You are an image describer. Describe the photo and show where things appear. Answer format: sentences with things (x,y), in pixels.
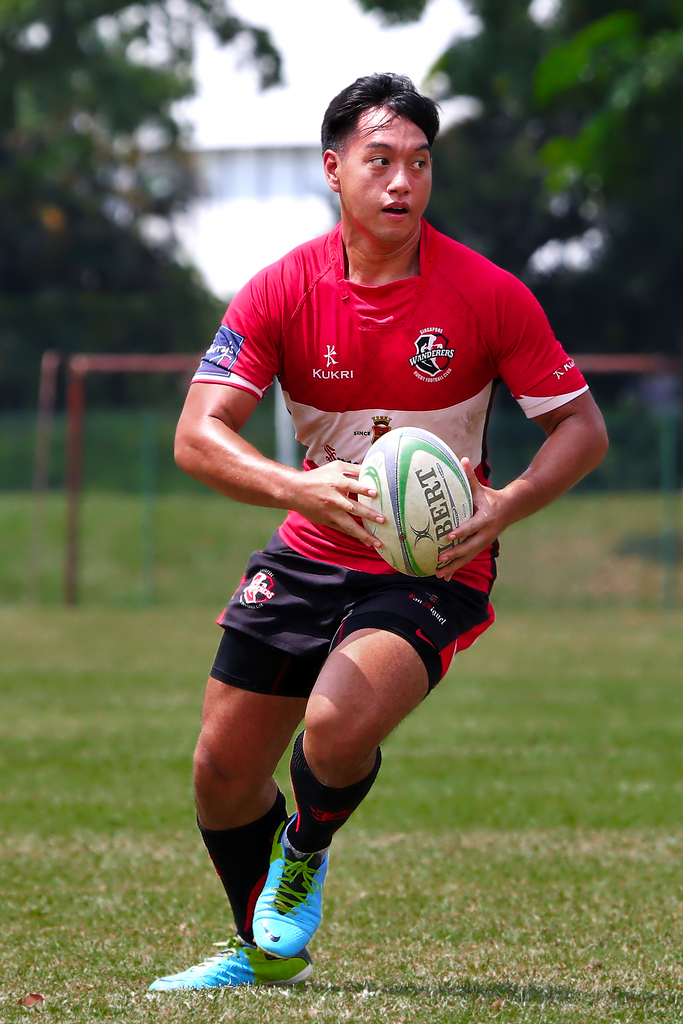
In the center of the image (333,598) there is a person (223,787) holding ball (408,525) and running. In the background (32,372) we can see net (48,480), trees (444,65) and sky (339,60).
